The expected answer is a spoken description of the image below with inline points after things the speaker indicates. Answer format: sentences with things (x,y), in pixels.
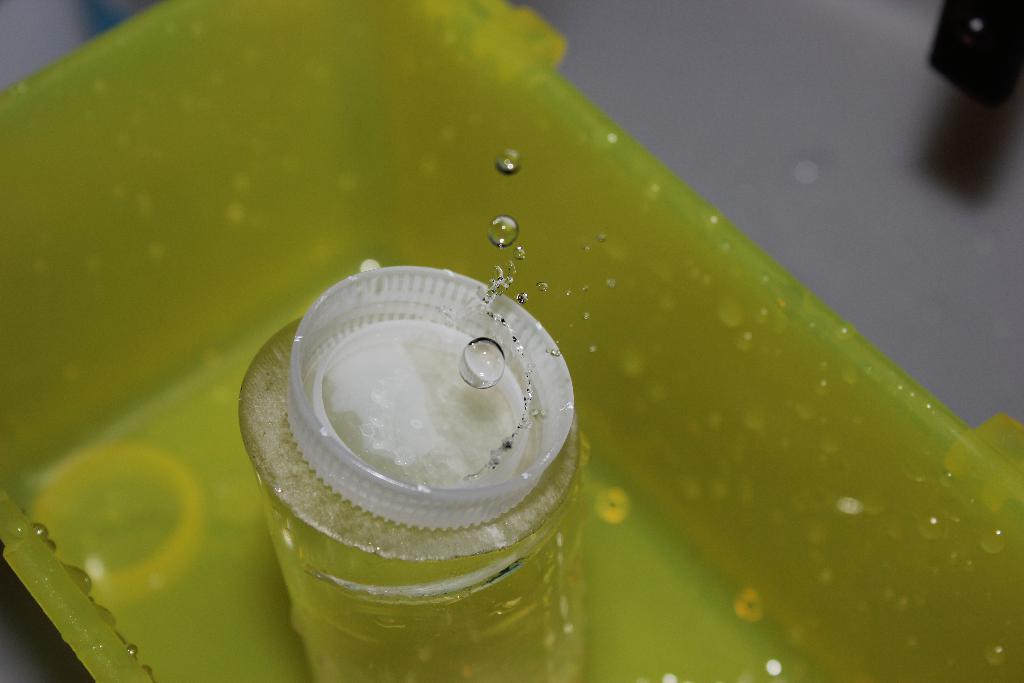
This image consists of a vessel (564,424) and there is a cap (379,420) on that where we can see some water droplets (500,223) near that cap (485,421).
